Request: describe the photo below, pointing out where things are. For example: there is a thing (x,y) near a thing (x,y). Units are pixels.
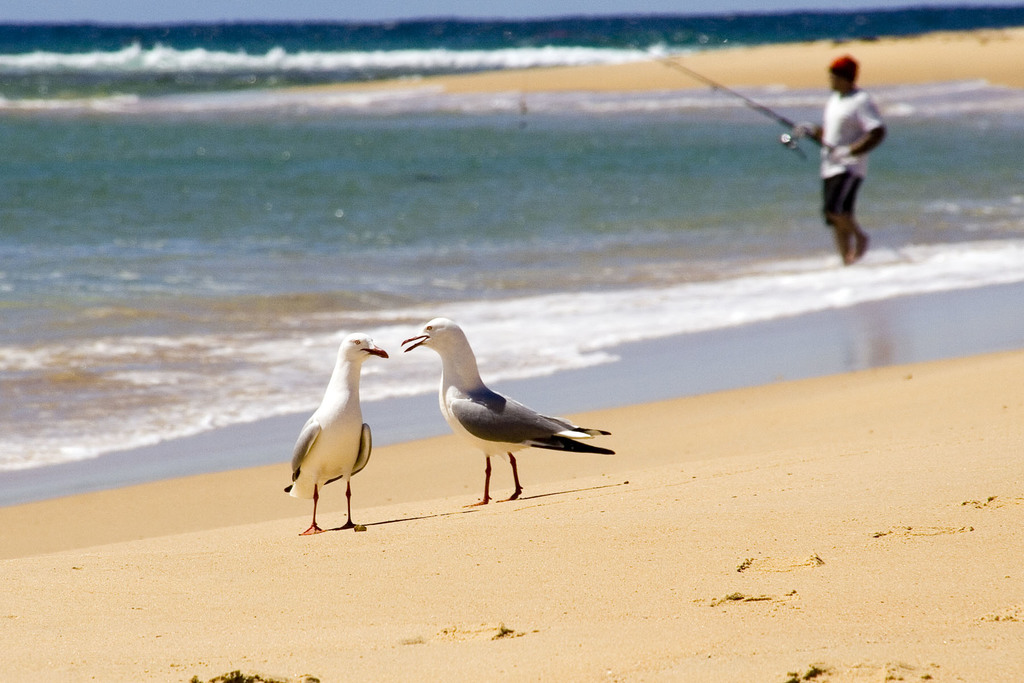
In this image we can see few birds (464,383). We can see a person (824,132) holding an object (796,142) in his hand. We can see the sky (497,8) in the image. We can see the beach (786,532) in the image. We can see the sea (203,24) in the image.
